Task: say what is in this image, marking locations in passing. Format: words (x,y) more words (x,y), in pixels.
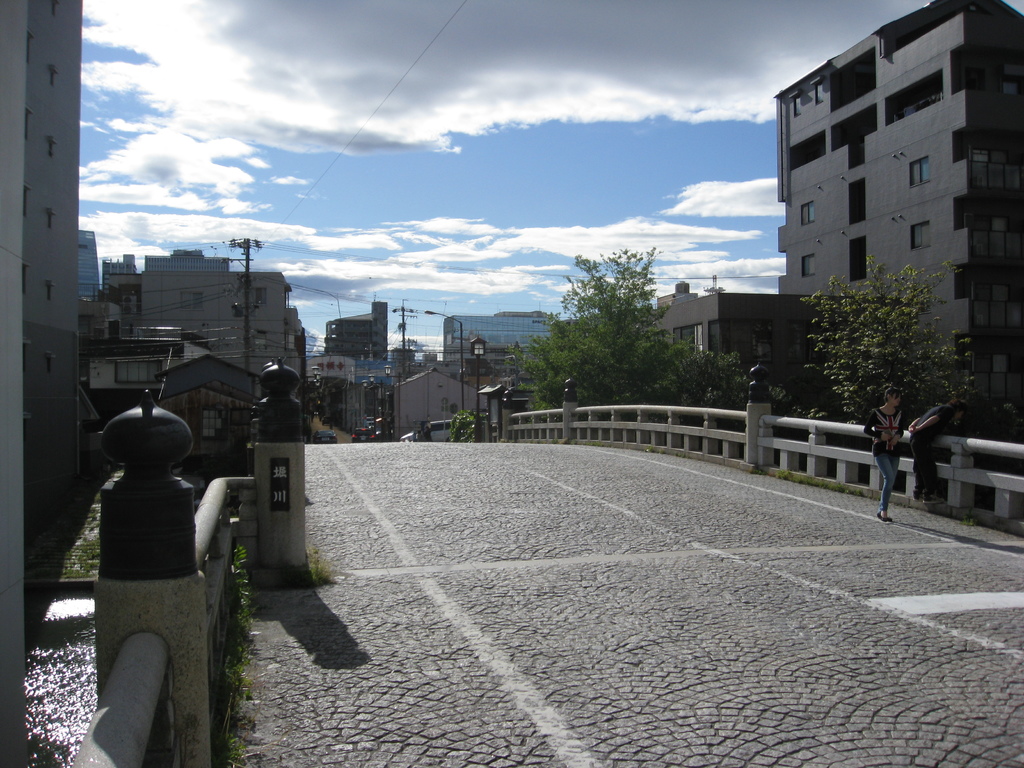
In this image we can see a bridge (622,477), there are two people (914,452) on the bridge (661,483), beside the bridge (457,490) there are trees (571,345), houses (231,318) and utility poles (243,327).
